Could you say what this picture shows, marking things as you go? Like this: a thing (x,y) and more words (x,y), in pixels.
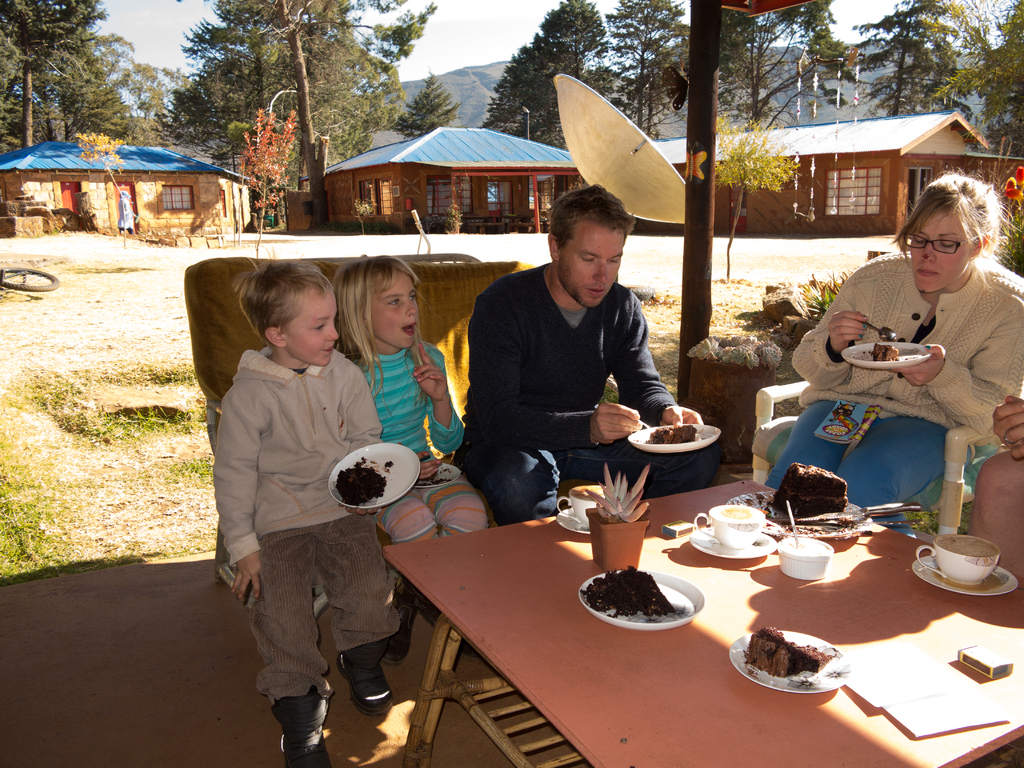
In the middle of the picture (548,267), we see four people (877,380) sitting on chair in front of table (660,649) on which plate (683,615) containing food (652,600), cup (750,544), saucer (758,554), flower pot (630,525), spoon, cake (818,507), knife (837,526), paper (945,693) and matchbox (1004,662) are placed. Behind these people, we see houses (174,195) with blue color roof (456,147) and behind that, we see trees (277,73) and sky (520,41).
